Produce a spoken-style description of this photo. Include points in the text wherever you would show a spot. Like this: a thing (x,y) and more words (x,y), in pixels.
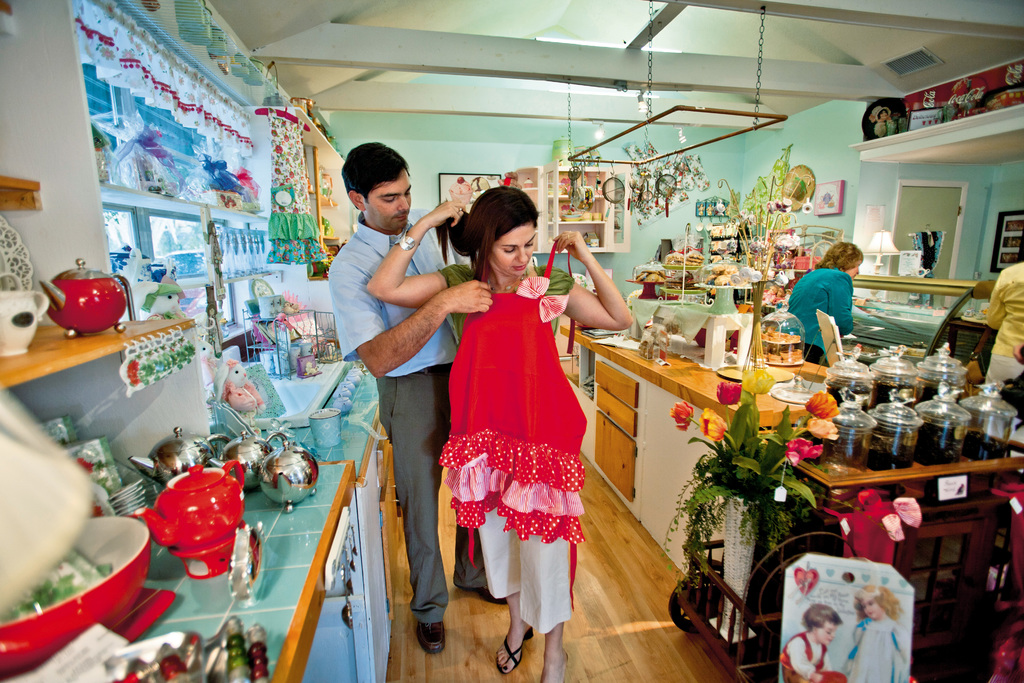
In this picture there is a woman (619,326) who is wearing green shirt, white trouser (510,562) and sandal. Beside her there is a man (410,347) who is holding the red dress (513,387). On the right (845,304) there is a woman (822,303) who is standing near to the table (682,399). On the table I can see the kitchen appliance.
